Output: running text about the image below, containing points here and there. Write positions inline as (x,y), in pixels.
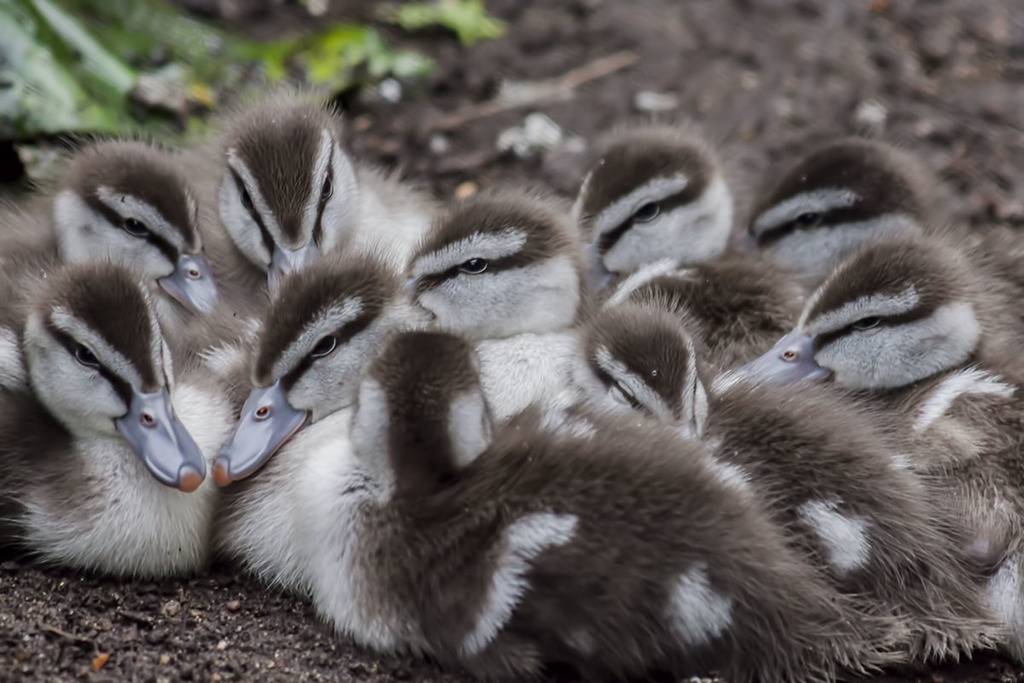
In this image we can see a group of birds (628,580) on the ground (180,635).
